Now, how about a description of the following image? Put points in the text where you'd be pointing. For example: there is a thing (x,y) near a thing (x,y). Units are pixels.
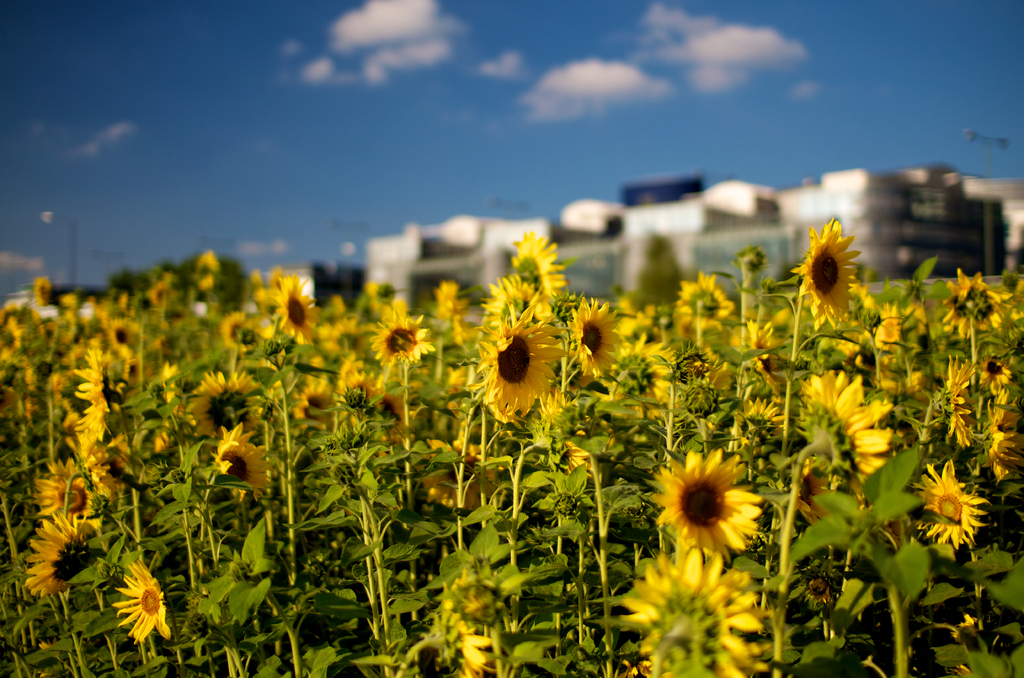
In this picture we can see plants (202,427) with flowers (220,380). Behind the plants (539,349), there are buildings (800,219) and the sky (358,119).
